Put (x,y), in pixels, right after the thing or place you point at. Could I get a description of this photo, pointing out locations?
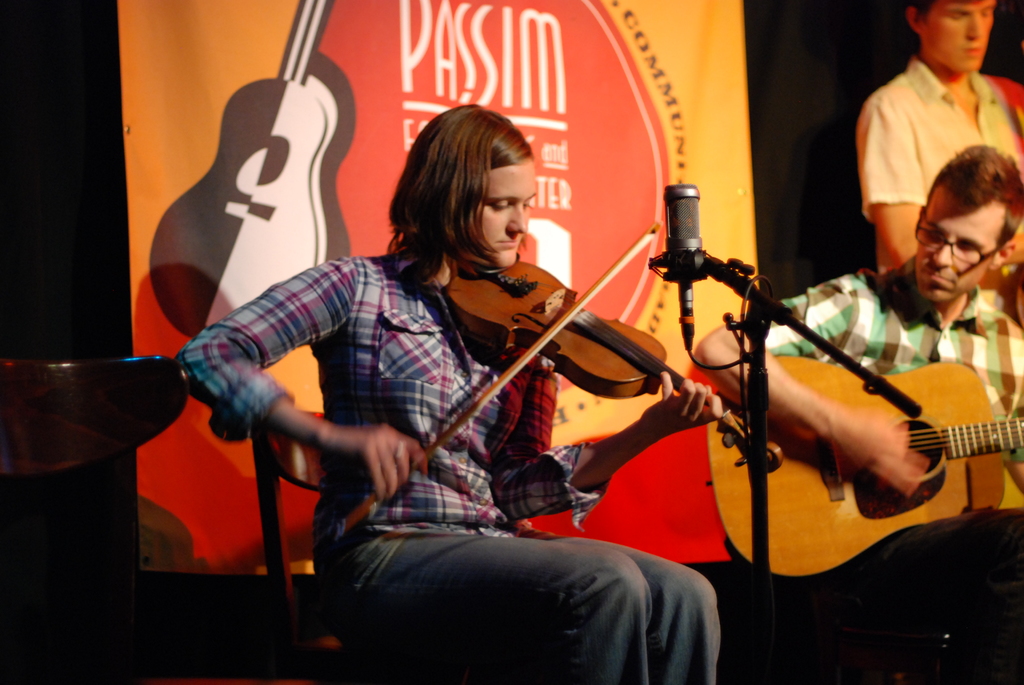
There is a girl (390,402) who is sitting on the chair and playing a musical instrument (508,296) in front of a mike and a other guy (910,322) holding a musical instrument (970,474).
